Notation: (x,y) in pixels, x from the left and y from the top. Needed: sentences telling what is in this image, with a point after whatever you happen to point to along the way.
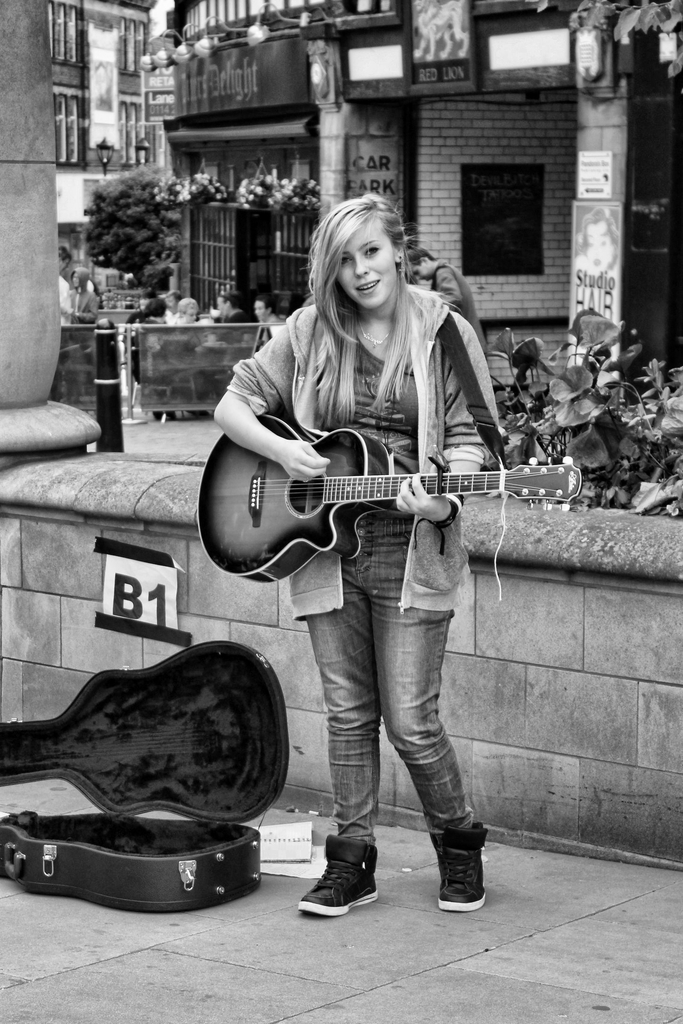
In this image I see a woman (370,709) who is standing on the path (532,1020) and she is holding a guitar (322,525) and smiling, I can also see a bag (205,760) over here. In the background (649,317) I see few people (69,265), plants (165,227) and buildings (642,64).
